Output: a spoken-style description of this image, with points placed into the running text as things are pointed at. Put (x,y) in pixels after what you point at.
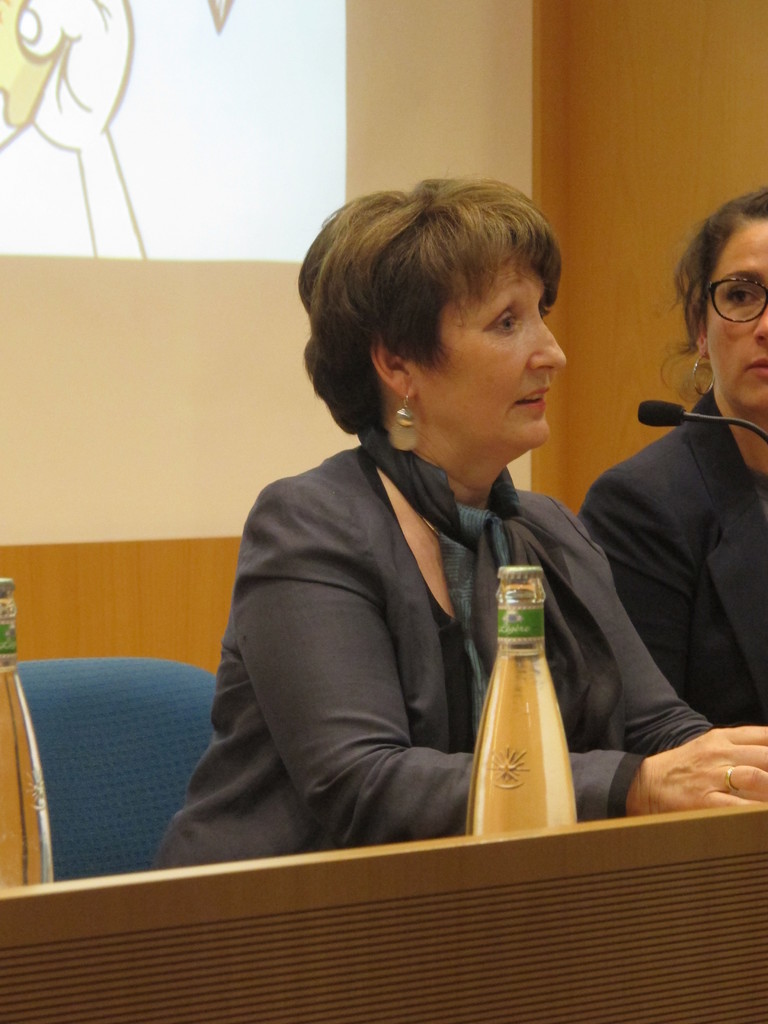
This image is taken indoors. In the background (165,373) there is a wall (622,103) and there is a painting (201,134) on the wall (107,278). At the bottom of the image (283,930) there is a wooden object (377,911). In the middle of the image of a woman (302,638) is sitting on the chair (156,695) and talking. There are two bottles (43,812) on a table (269,958) and there is a mic (646,411). On the right side of the image (678,458) there is a woman (712,607).
